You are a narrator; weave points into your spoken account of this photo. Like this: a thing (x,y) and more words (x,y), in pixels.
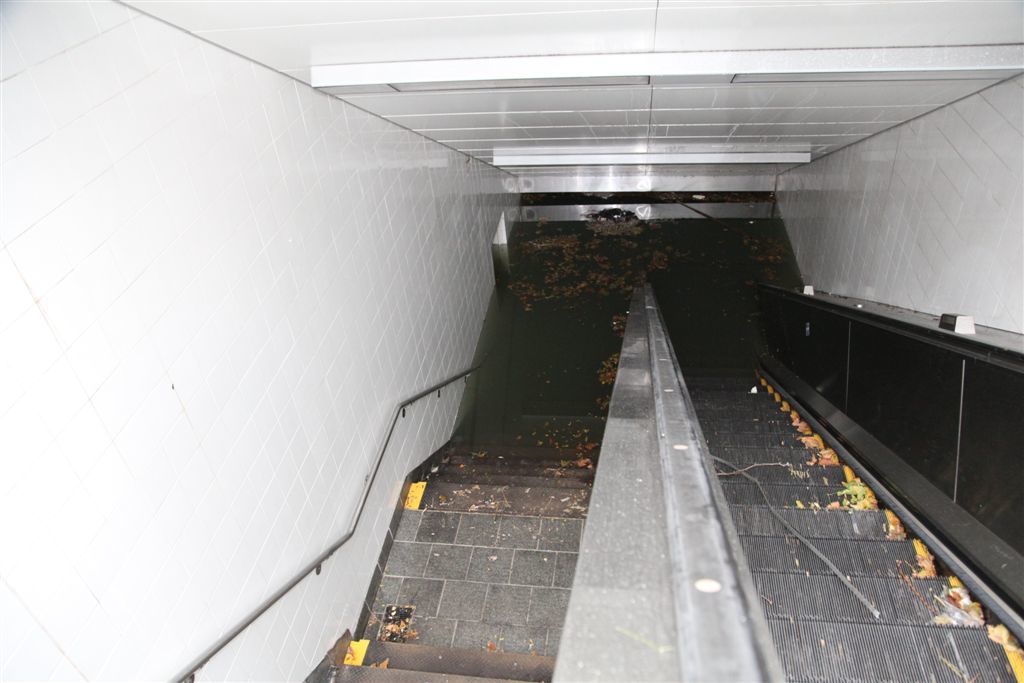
This image is taken indoors. At the top of the image (543,85) there is a roof (761,119). On the left (169,416) and right sides of the image there are two walls (474,214). In the middle of the image (627,376) there is an escalator (733,484) and a staircase (498,507).
